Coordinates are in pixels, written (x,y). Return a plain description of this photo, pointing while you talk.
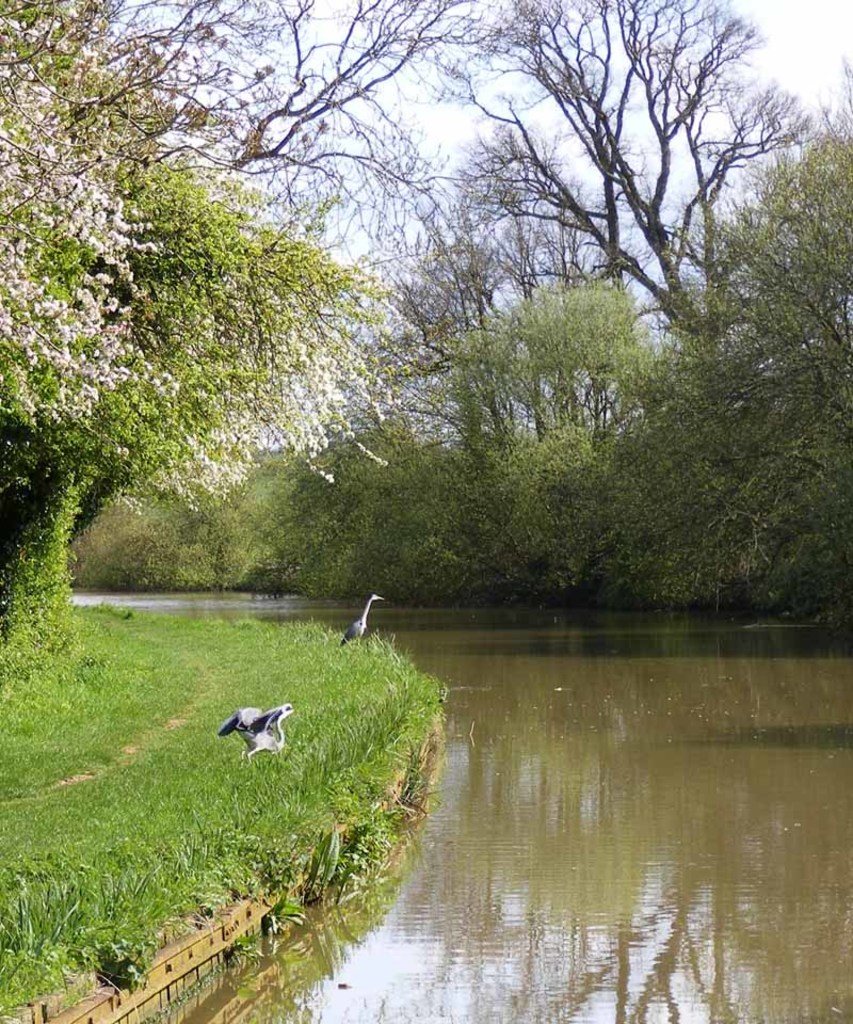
In this image I can see the water (746,749), the ground (48,789), some grass (186,723) on the ground (245,695) and few birds (242,712). I can see few trees (564,500) on both sides of the water (383,632), few flowers (89,292) and the sky (595,8) in the background (455,138).
